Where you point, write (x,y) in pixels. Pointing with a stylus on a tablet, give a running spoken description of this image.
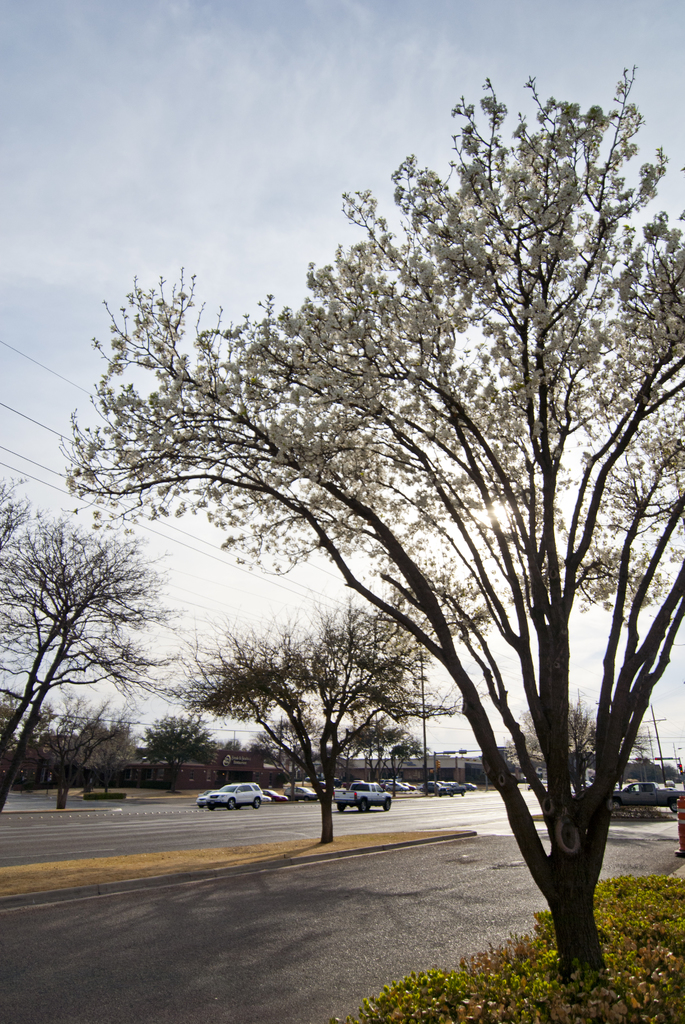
In this image we can see there are vehicles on the road (269,944). And there are trees (489,732), plants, poles (423,676), grass (140,867), building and the sky (438,685).
